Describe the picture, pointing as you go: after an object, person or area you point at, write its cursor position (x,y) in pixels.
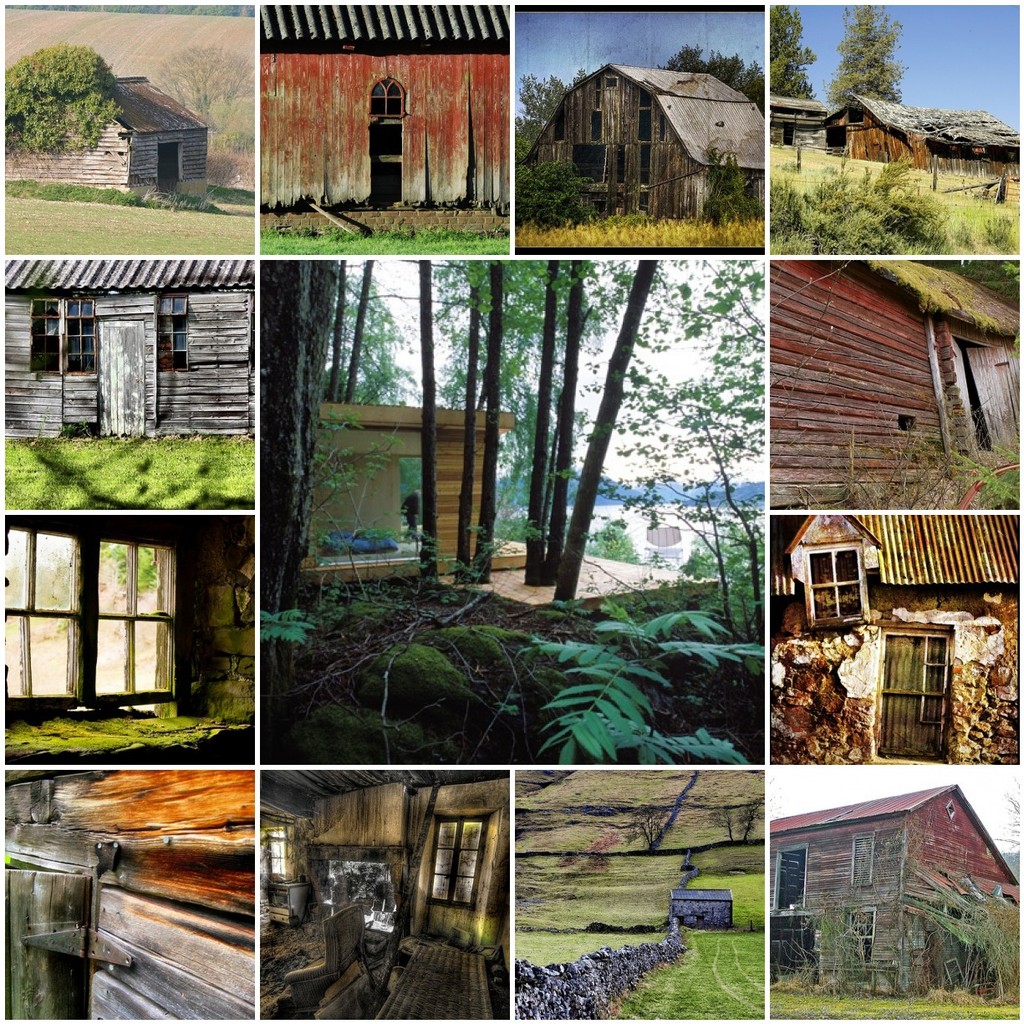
There is a collage image of different pictures. In these pictures, we can see shelter houses (64,376), windows (158,599) and some trees (559,475).
